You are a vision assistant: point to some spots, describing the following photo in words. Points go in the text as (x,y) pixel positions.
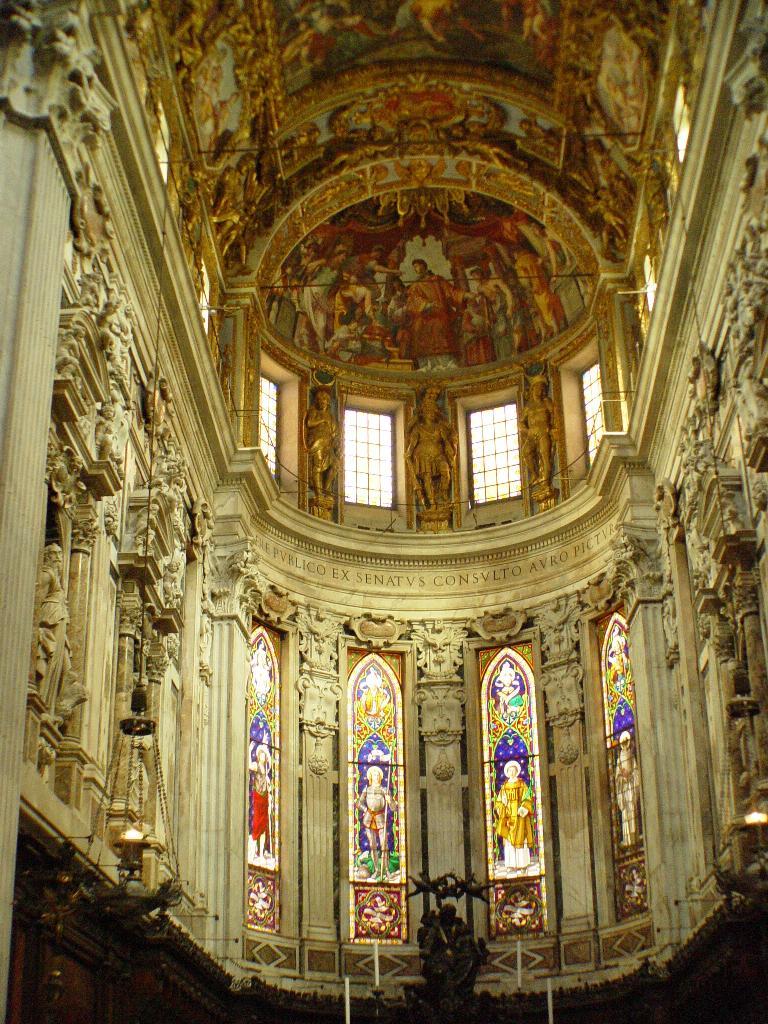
In the image we can see an internal structure (433,496) of the building (394,496) and this is a roof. These are the windows (532,884) and pictures (489,805) of people (498,804) wearing clothes (501,826).
